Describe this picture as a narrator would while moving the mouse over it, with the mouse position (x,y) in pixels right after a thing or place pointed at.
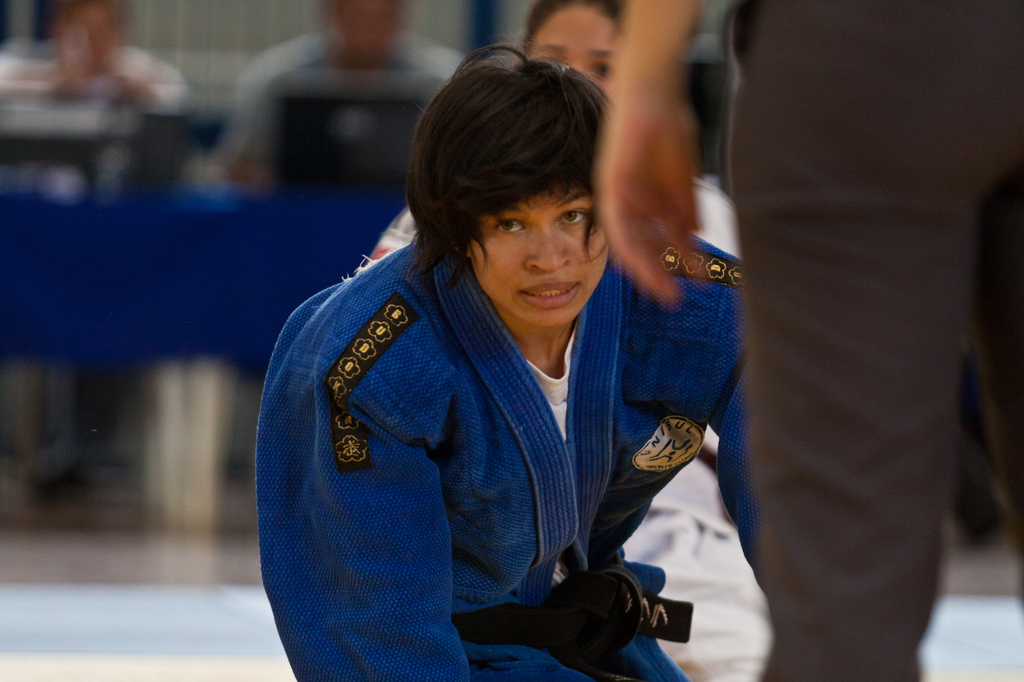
In the center of the image (348,305) there is a lady (531,658) wearing a blue color coat (432,320). To the right side of the image (766,136) there are persons legs (801,676). In the background of the image (223,158) there are people (241,164) sitting on the chairs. In front of them there is a table (373,216) on which there are laptops (287,119).
